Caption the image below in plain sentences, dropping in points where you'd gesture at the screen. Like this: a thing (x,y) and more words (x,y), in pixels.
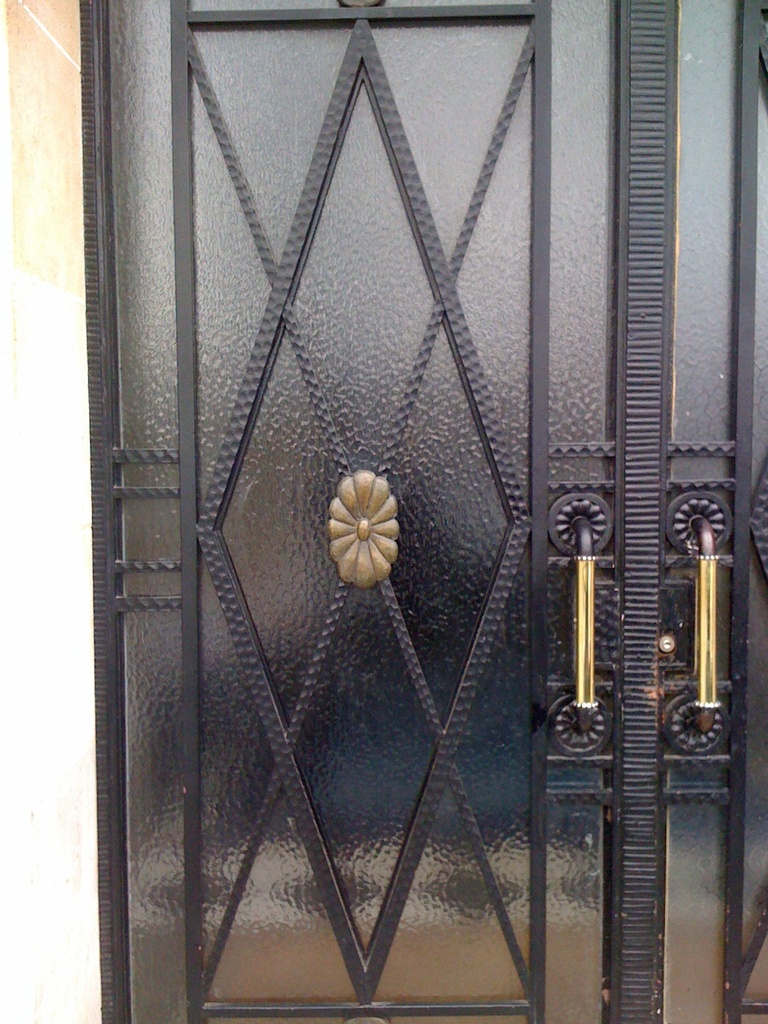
In this image I can see a metal door (433,365) which is black and gold in color and a cream colored wall (50,17).
